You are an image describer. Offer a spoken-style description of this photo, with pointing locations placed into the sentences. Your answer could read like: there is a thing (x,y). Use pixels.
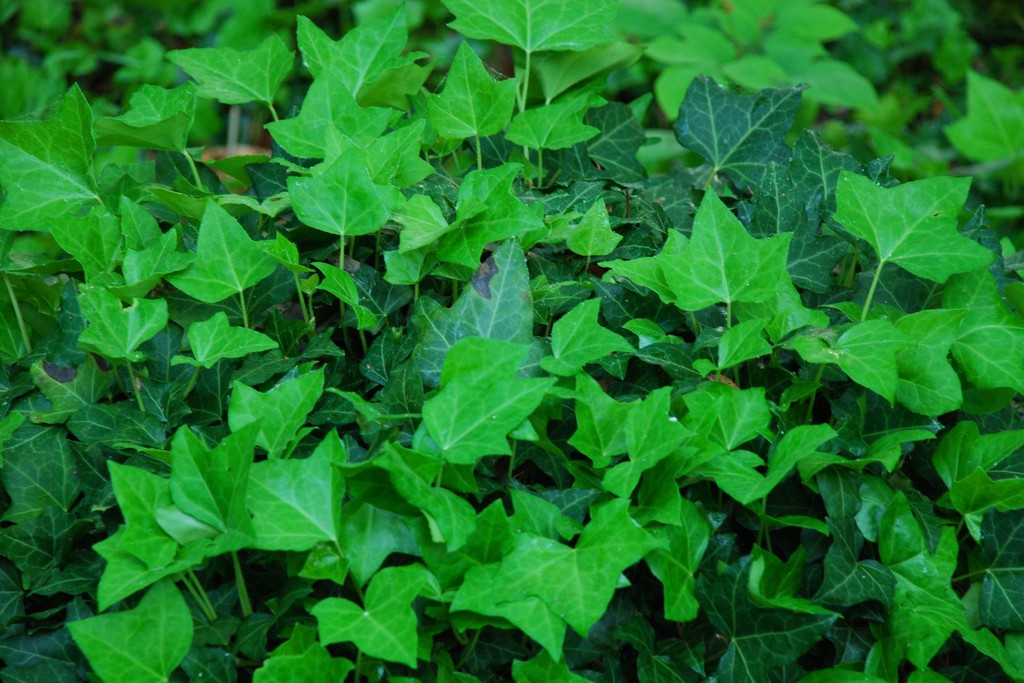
In the center of the image (664,237) there are leaves (523,332).
